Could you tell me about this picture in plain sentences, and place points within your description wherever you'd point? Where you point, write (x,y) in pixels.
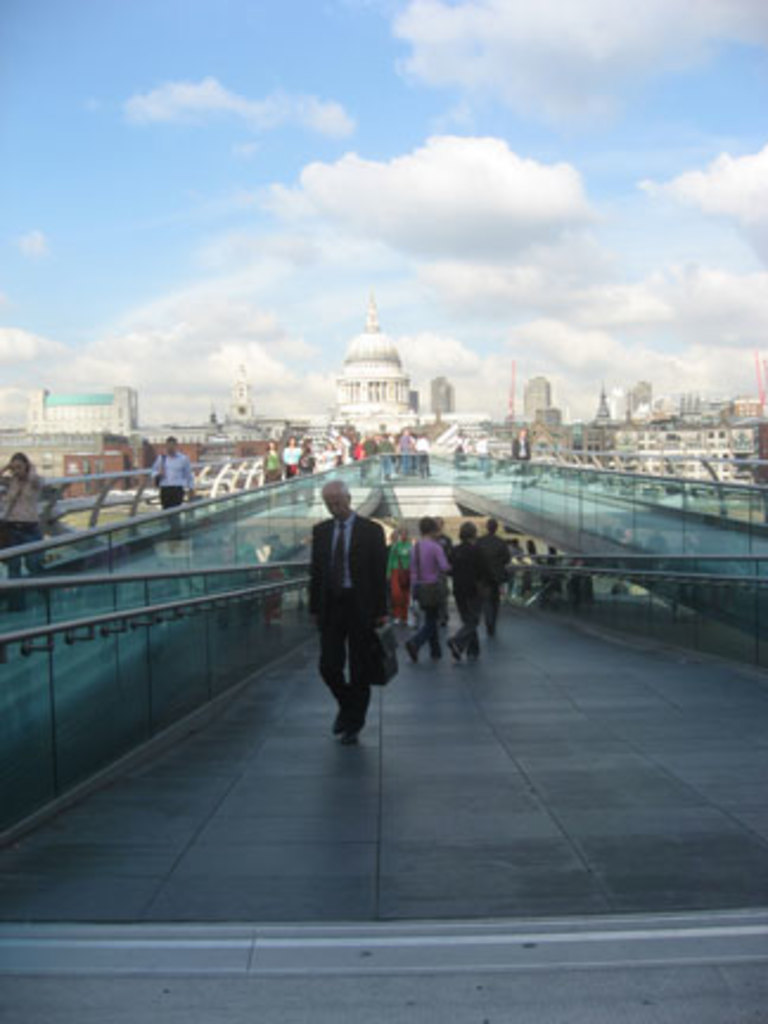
In the foreground of the picture (344,551) there are people (440,531) and bridges (311,526). In the background (67,415) there are buildings (312,429). Sky (734,146) is sunny.
